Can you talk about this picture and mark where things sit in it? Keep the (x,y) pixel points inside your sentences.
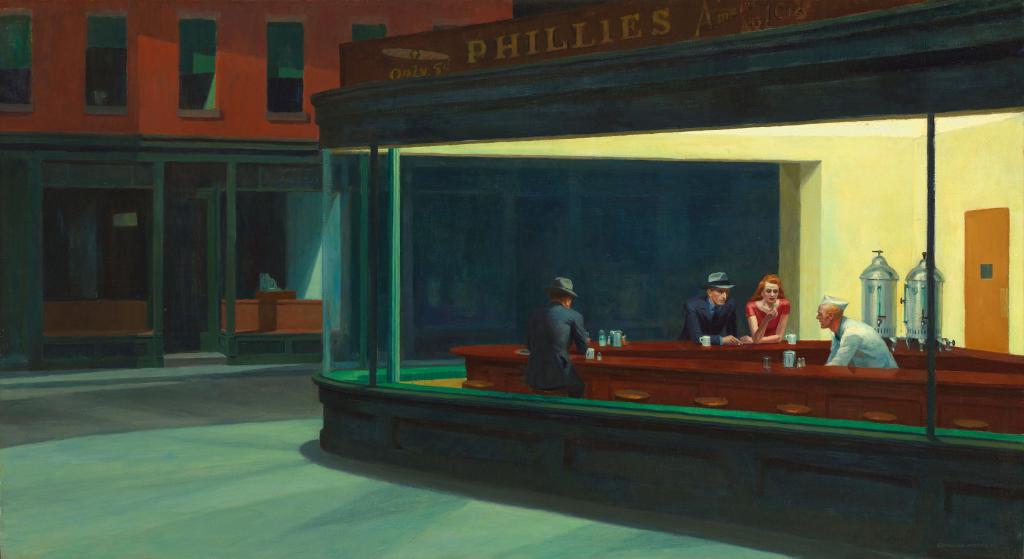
This picture is a drawing in this picture there is a shop (974,525), in that shop (385,395) there are three men (731,333) and a woman (751,317), beside that shop (334,419) there is a building (89,353).
